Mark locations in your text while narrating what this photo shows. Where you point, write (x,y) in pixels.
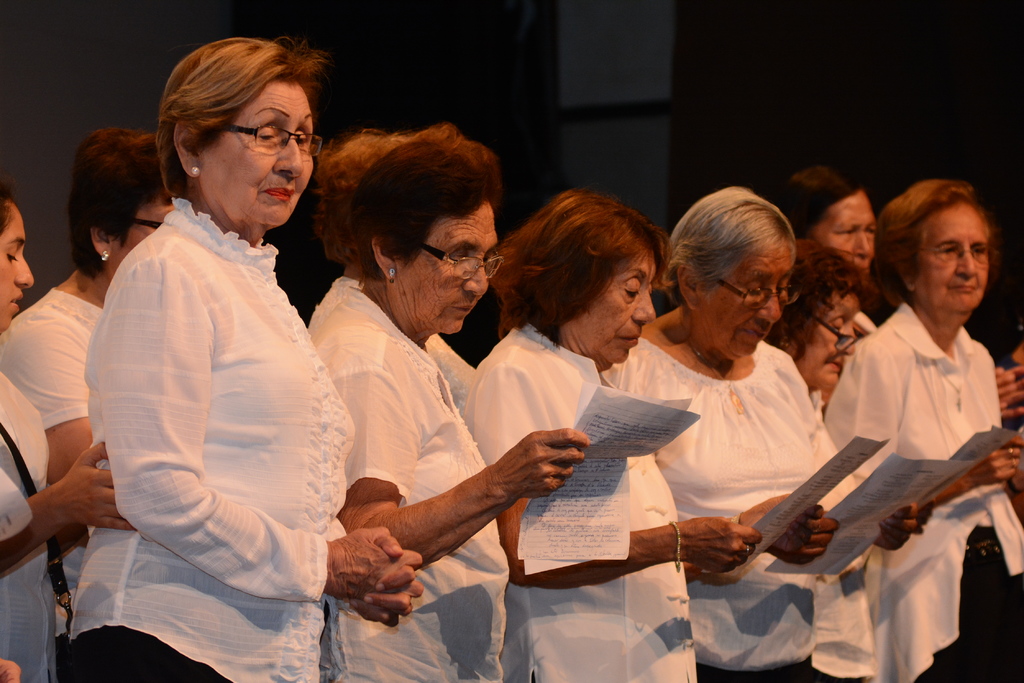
In this image we can see few persons (360,399) are standing and among them few persons (536,441) are holding papers (607,459) in their hands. In the background (420,88) the image is dark but we can see objects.
